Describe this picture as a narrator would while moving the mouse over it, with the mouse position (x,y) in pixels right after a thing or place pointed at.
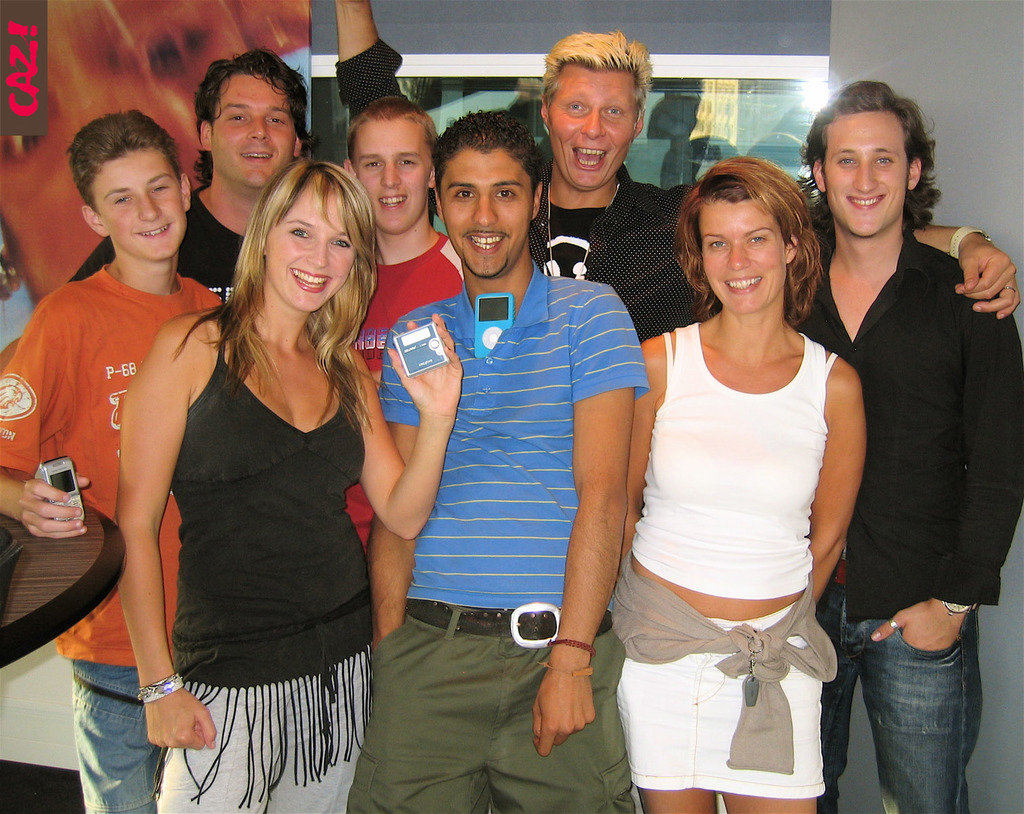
In the image there are few people (267,317) standing. There is a lady (333,381) holding an object (411,375) in the hand (413,391). Beside her there is a man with mobile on him. Behind the lady (306,358) there is a man (86,347) holding a mobile (56,487) and kept a hand (19,483) on the table (55,583). Behind them there is a poster (125,69) and also there is a window (403,63).
